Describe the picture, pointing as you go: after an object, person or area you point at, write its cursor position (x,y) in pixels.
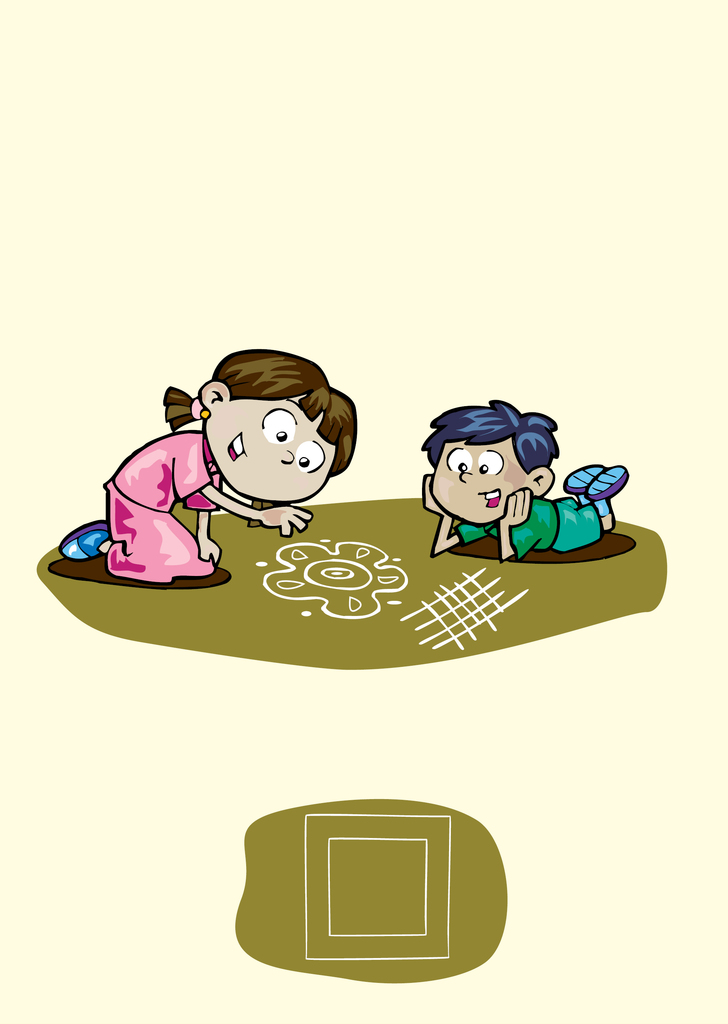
I see this is an animated picture in which I see a girl (104,530) who is wearing pink color dress (166,522) and I see a boy (578,484) who is lying and I see the rangoli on the brown color surface (374,630).
